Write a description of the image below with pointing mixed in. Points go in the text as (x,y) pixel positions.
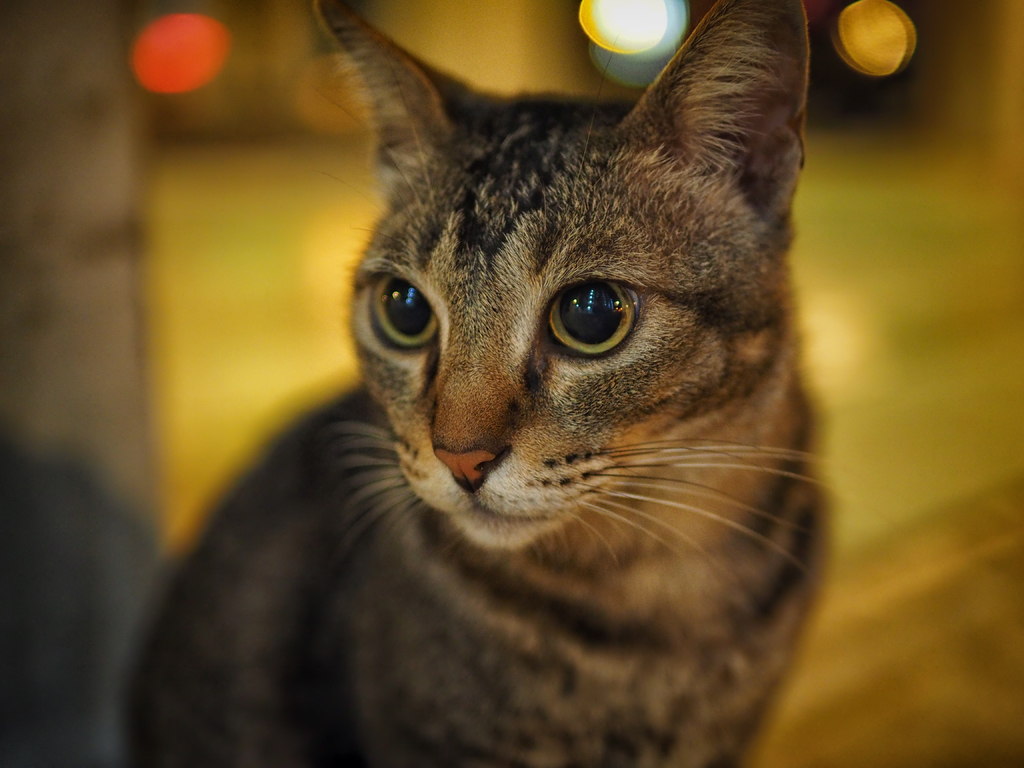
This image consists of a cat (461,397) in brown color. In the background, there are lights (191,23). And the background (208,149) is blurred.
